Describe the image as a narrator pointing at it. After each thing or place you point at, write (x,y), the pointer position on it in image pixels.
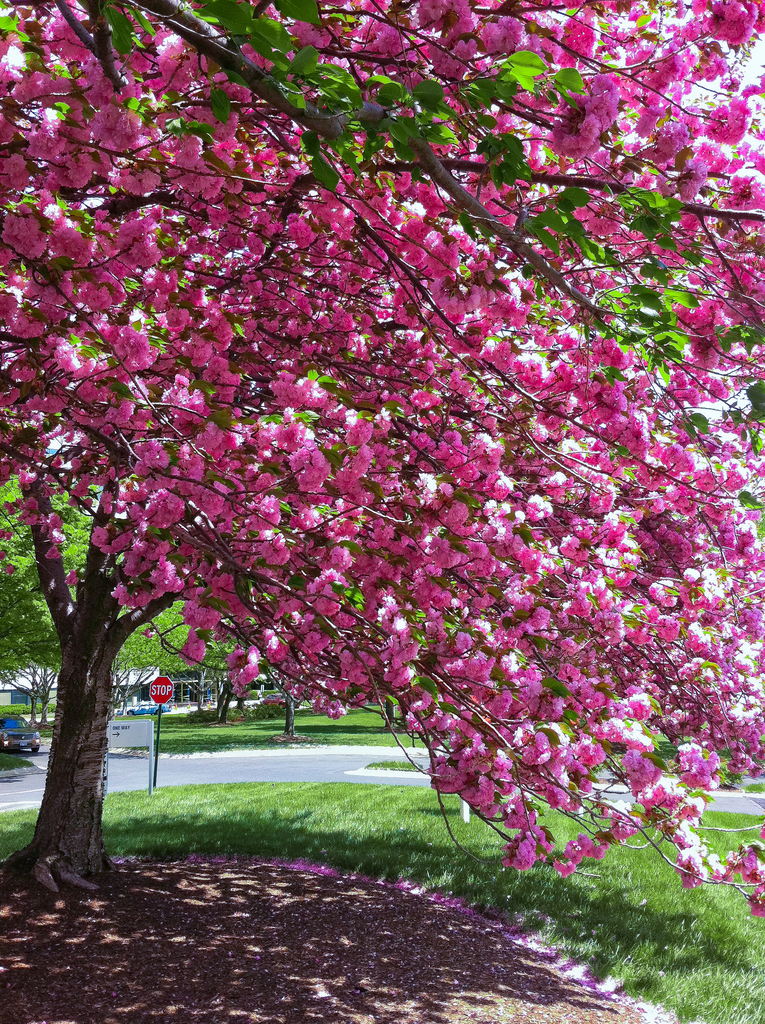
In this image there are trees (113,593) and we can see flowers (710,381). On the left (167,682) there is a car (38,742) and we can see boards (138,738). At the bottom (455,856) there is grass (598,949) and we can see a building (123,682).
